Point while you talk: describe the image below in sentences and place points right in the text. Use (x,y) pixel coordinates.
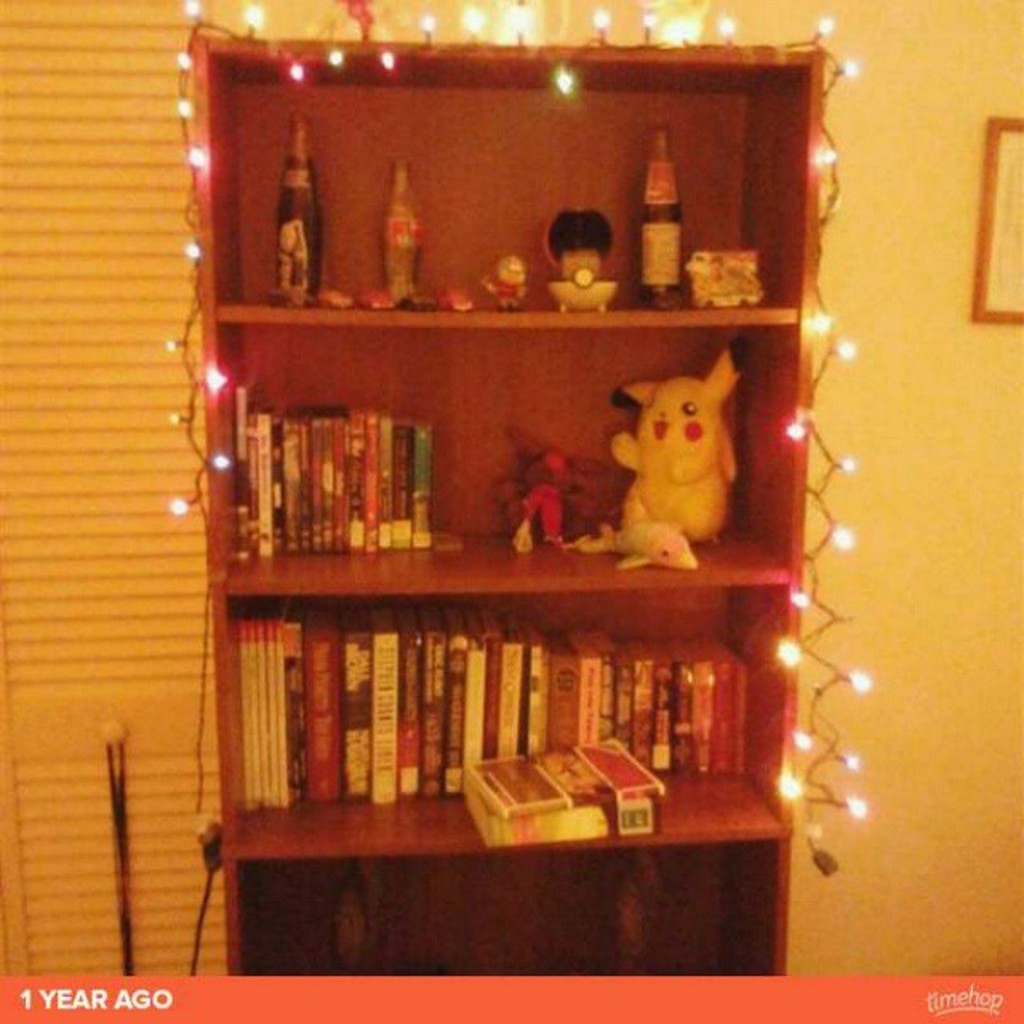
Here in this picture we can see a wooden shelf (401,107) that is fully decorated with lights (808,830) and in that we can see bottles (398,173) present on the top (394,216) and in the middle (637,456) we can see some toys (579,455) and DVDs (283,486) present and below that we can see books (362,680) present and on the right side (1014,206) we can see a portrait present on the wall (968,315).
